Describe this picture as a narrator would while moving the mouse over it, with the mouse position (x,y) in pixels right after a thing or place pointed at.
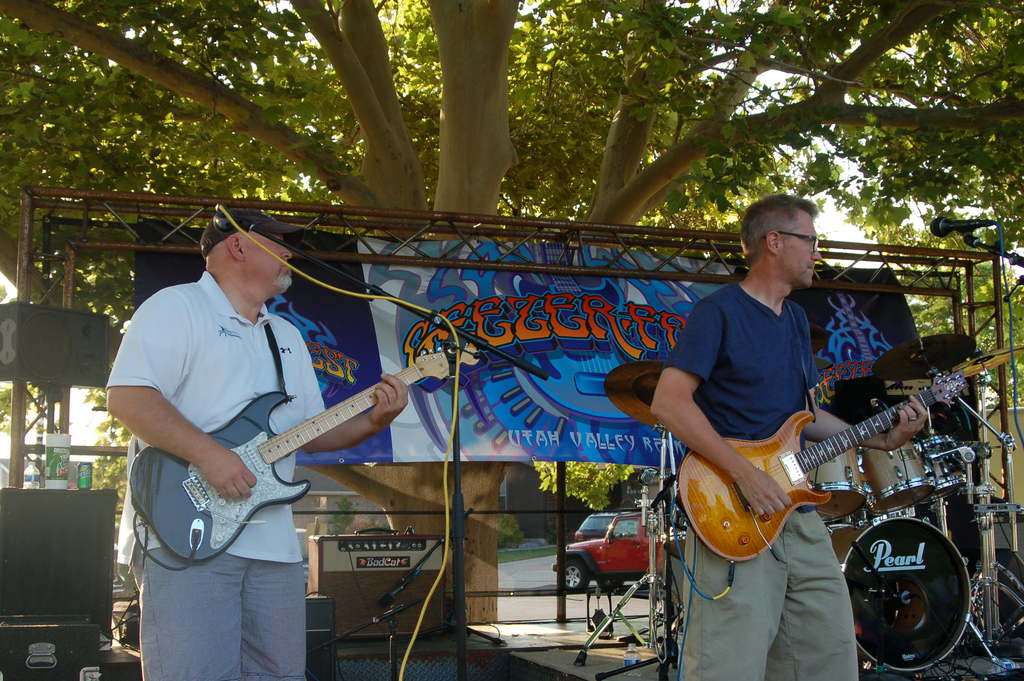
There is a musical event is going on. These both are playing guitars (730,484). In the background (355,39), there is a big tree (471,46), sky (91,415), bar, road (530,566), grass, building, speaker (60,338) and the box (387,564). There is a mic (944,229) in the right hand side (973,226).
